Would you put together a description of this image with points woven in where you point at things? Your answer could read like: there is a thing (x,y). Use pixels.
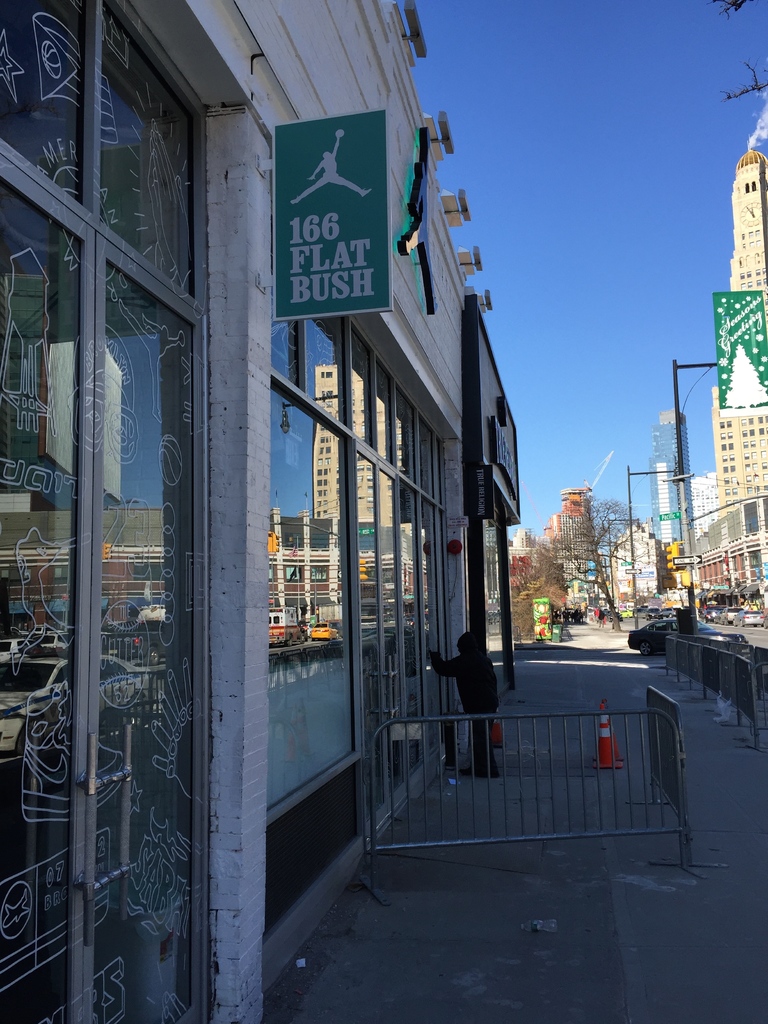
In this image we can see the glass doors (360,654), fence (666,751), a person (478,754) standing here, we can see road cones (606,732), boards (762,312), poles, a vehicle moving on the road (631,657), buildings (538,542), trees (602,511) and the blue sky (572,346) in the background (559,314).
